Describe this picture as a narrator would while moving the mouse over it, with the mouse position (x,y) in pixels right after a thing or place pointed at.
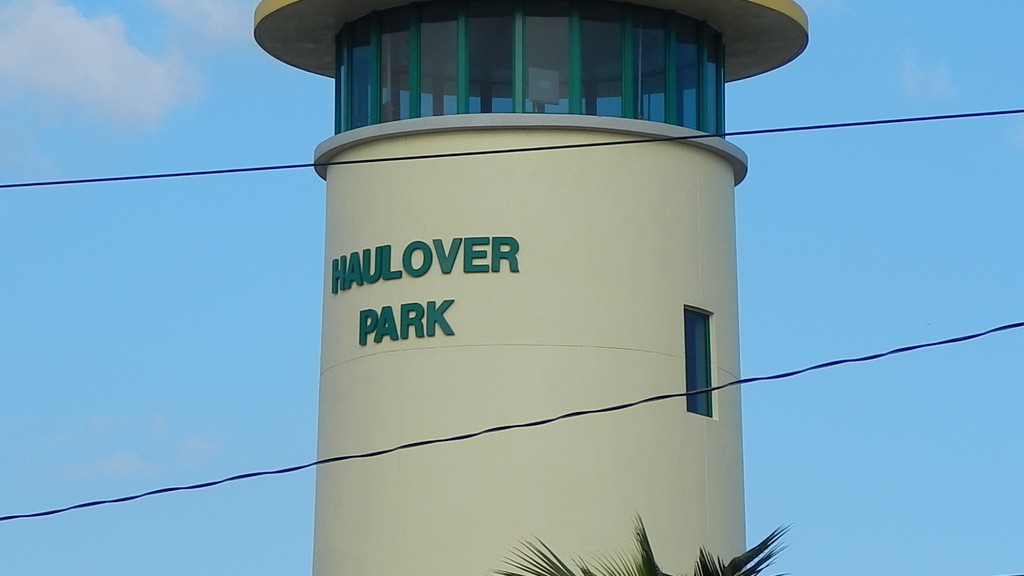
in this picture I can see there is a building (593,259) and has a glass window (698,79) and there is something written on it. There is a tree (647,539) and the sky (204,333) is clear.
